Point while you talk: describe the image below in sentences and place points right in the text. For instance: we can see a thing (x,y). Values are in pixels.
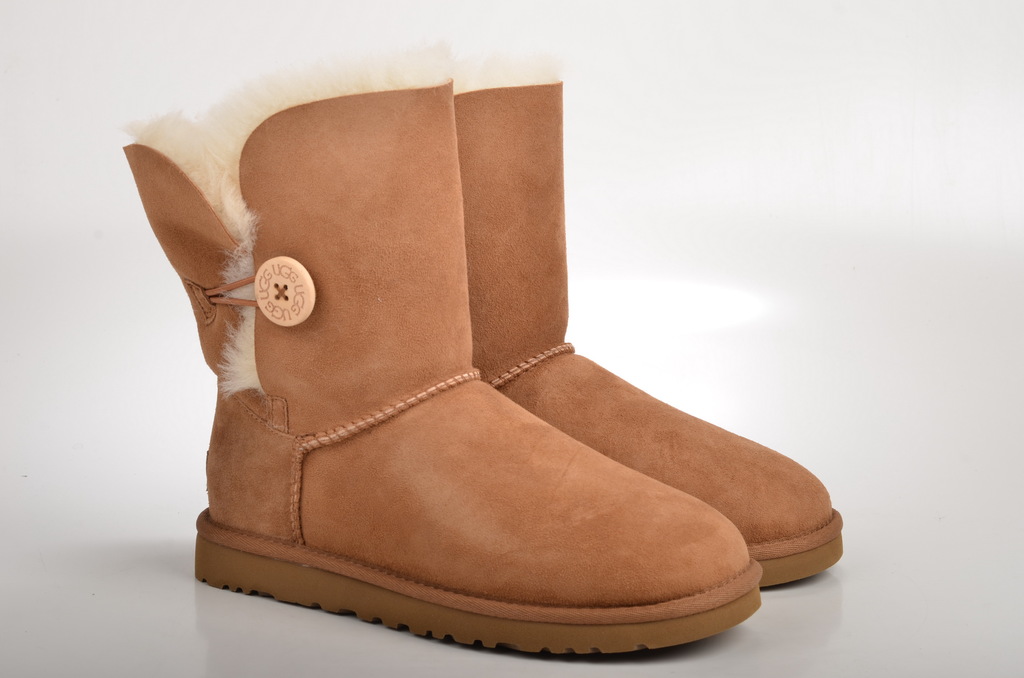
In this image there are boots (433,335) which are brown in colour.
